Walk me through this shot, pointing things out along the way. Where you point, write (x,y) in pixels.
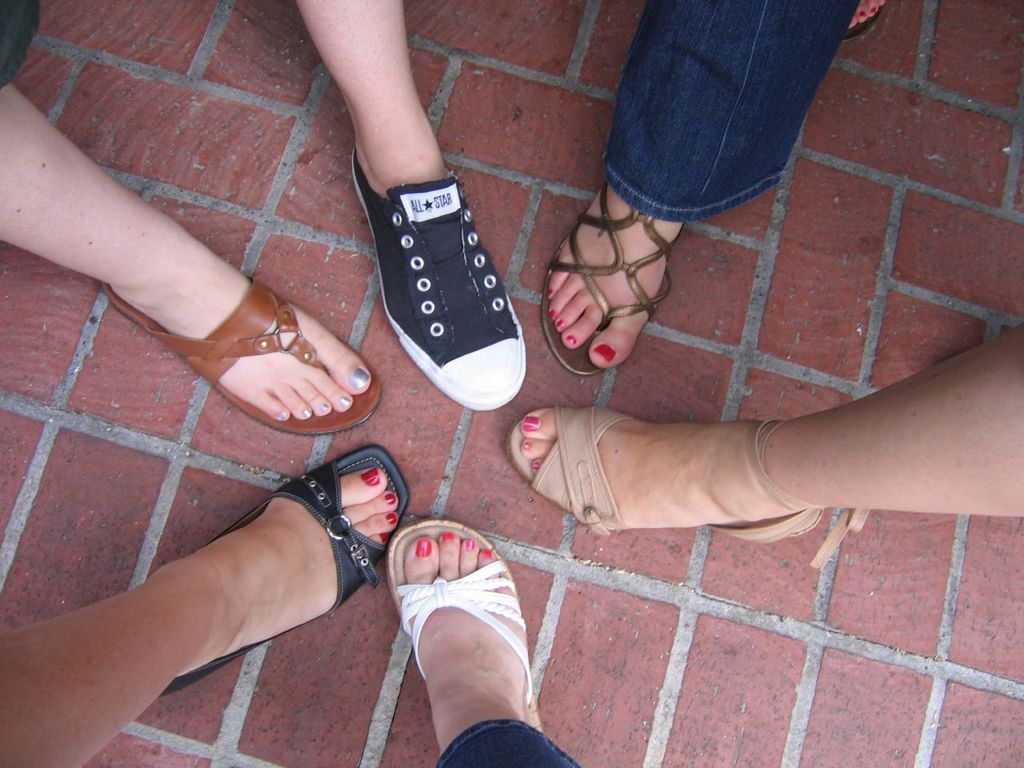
In the image there are legs (102,245) of different people (120,287) and their footwear (419,213) is also unique.
